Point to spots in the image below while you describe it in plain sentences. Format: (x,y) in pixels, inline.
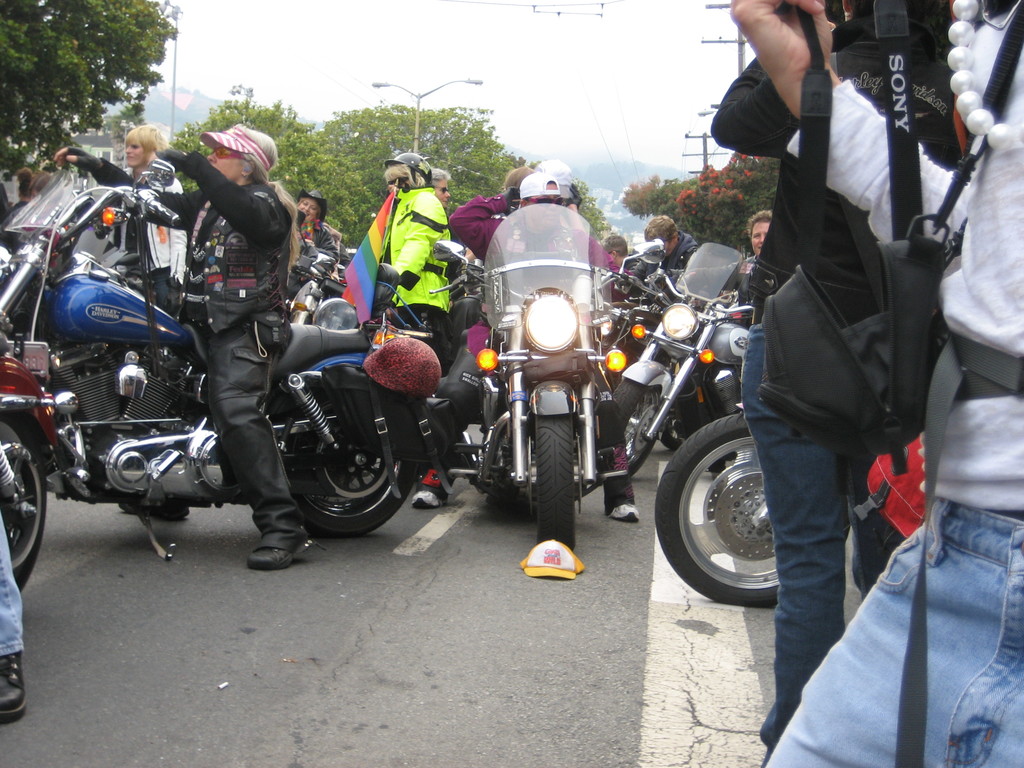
In this image I can see a man (252,304) sitting on the bike (70,361). There is a cap (564,553) on the road (506,549). At the back side (376,142) there are trees (348,147).
